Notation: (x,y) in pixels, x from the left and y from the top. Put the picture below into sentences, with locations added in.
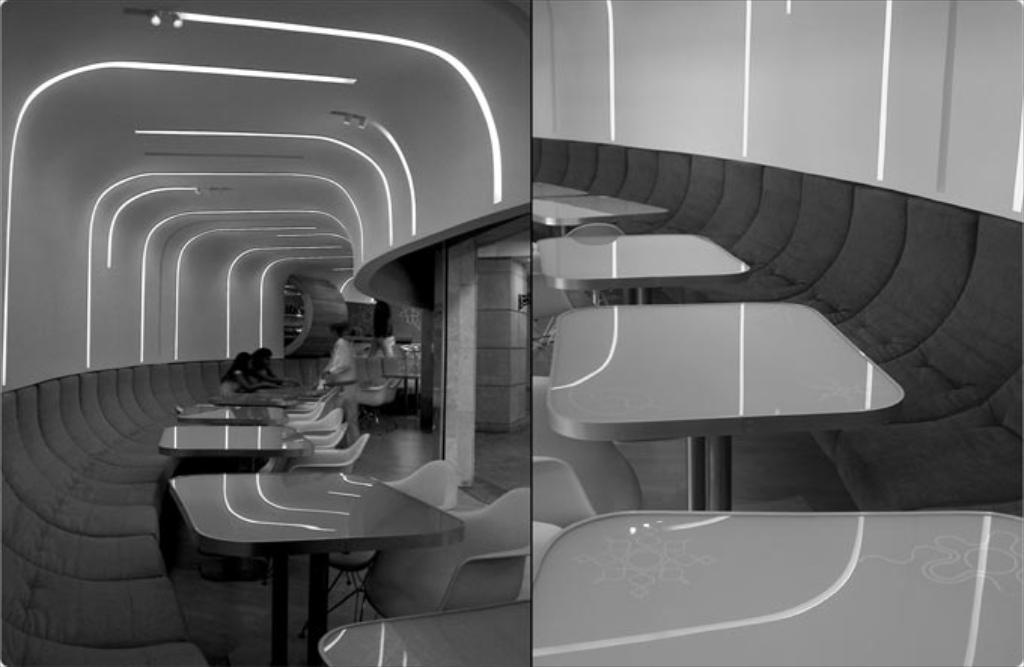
In this image I can see collage photos (460,395) where I can see number of tables (337,525), number of chairs (416,578), lights (324,180) and over there I can see two persons (262,352) are sitting. I can also see this image is black and white in colour.
